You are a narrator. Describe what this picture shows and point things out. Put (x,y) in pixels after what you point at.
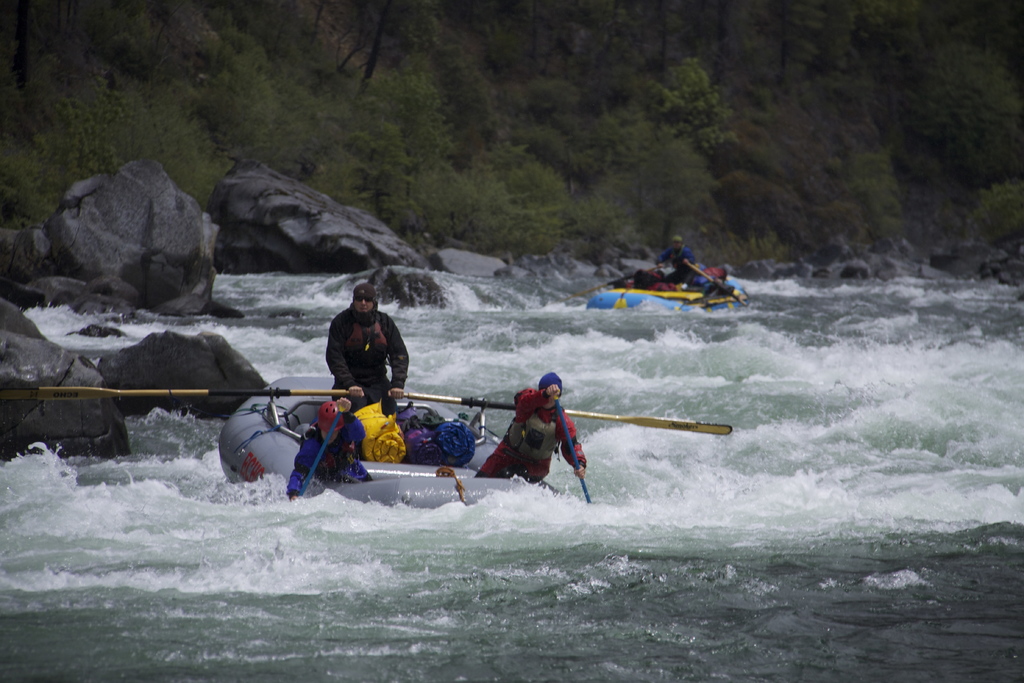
In this picture we can see two boats (381,487) on the water (768,540) with some people (559,393) holding paddles (454,397) with their hands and clothes (370,443) on it. In the background (399,222) we can see rocks (134,191) and trees (598,121).
